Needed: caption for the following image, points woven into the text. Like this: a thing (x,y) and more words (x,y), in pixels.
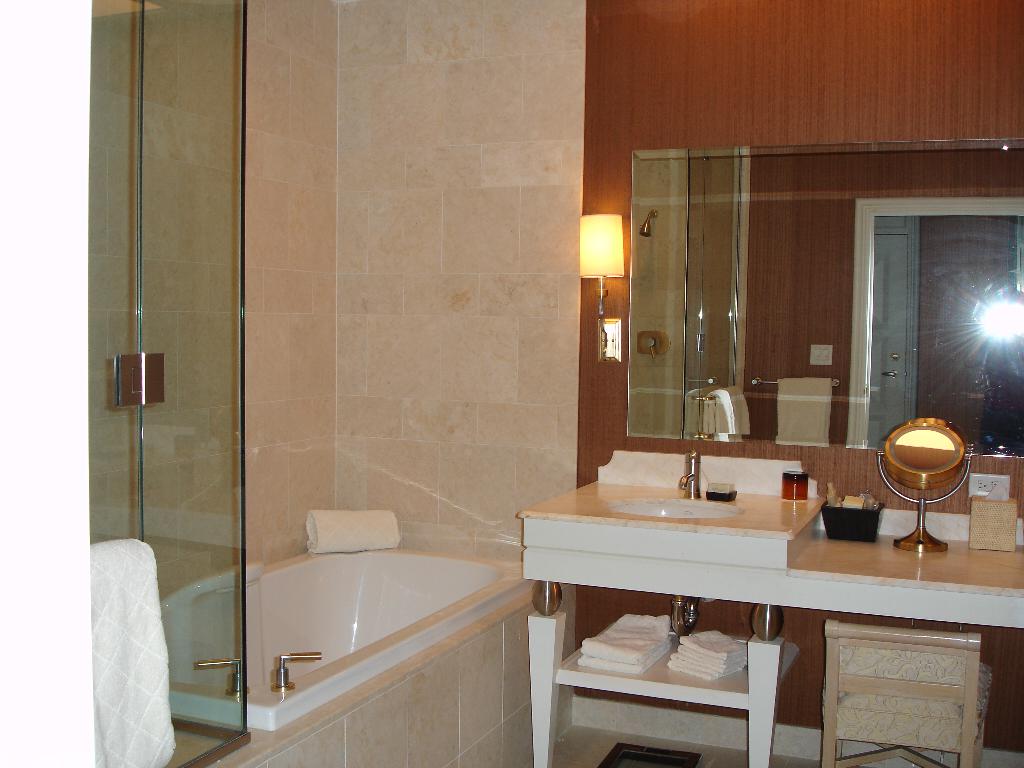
This image is inside the bathroom (96,362) where we can see glass doors (185,643), towels (150,670), bathtub (278,597), table (573,540) upon which we can see basin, mirror (925,505) and bottles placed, here we can see the chair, lamp (623,263), socket (993,483), mirror (725,308) through which we can see towel stand (804,393), door (900,360) and the wooden wall (891,121) in the background (754,142).
